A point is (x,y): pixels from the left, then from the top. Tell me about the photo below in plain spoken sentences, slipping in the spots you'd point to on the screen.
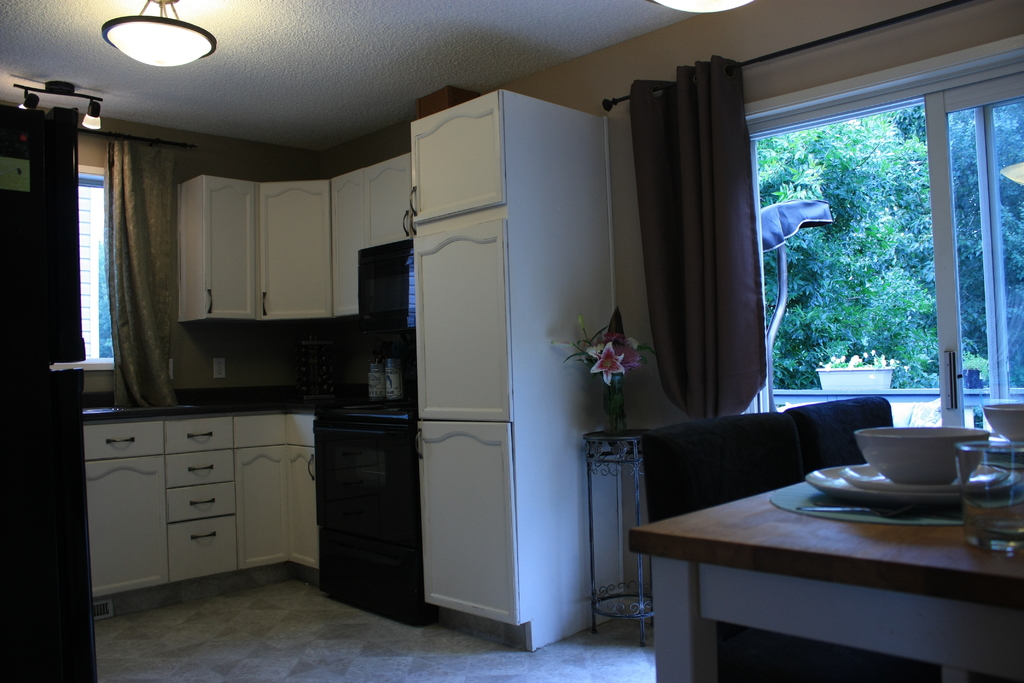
This is an inside picture of the room (349,489), there are chairs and a table (902,534), on the table (881,549), we can see some plates (872,497), bowls (889,443) and a glass (987,501), there are some cupboards (436,541), curtains (136,329), lights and a flower vase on the stand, also we can see some trees (892,190) and a potted plant (867,387) on the wall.
